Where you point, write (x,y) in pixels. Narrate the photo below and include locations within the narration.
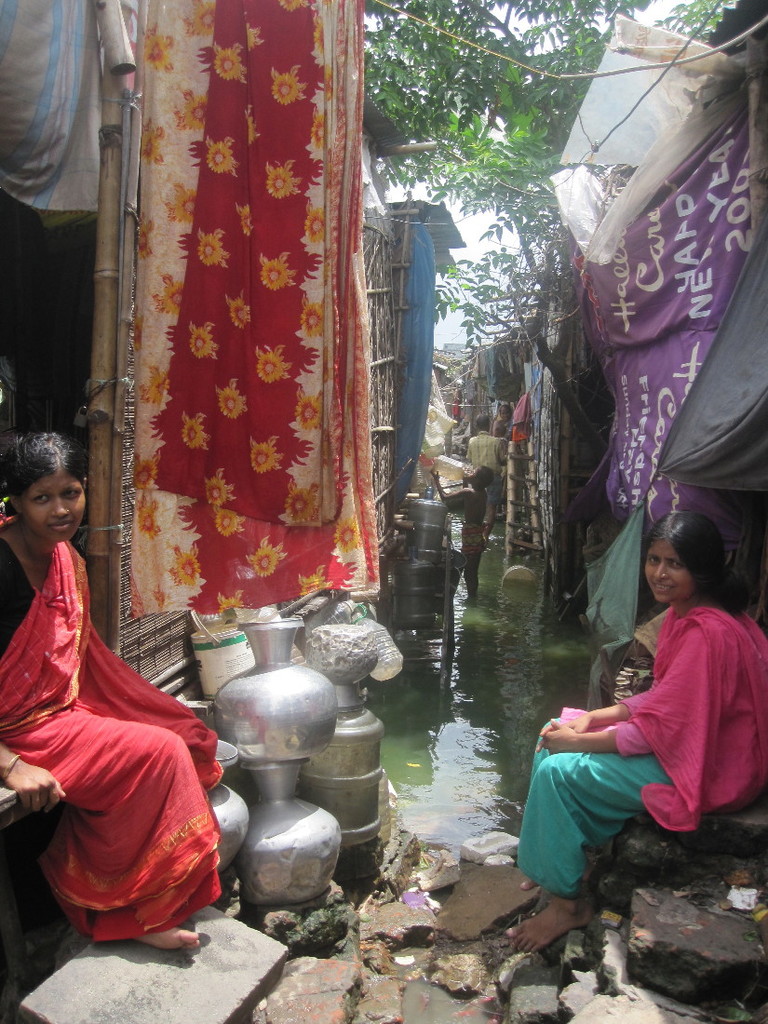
In the picture we can see a slum area (271,635) in that we can see a two women (713,758) sitting on the bench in the opposite direction and just beside them, we can see some steel items (289,781) and some clothes (230,406) hanged to the houses (35,379) and in the background (466,53) we can see some houses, trees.
